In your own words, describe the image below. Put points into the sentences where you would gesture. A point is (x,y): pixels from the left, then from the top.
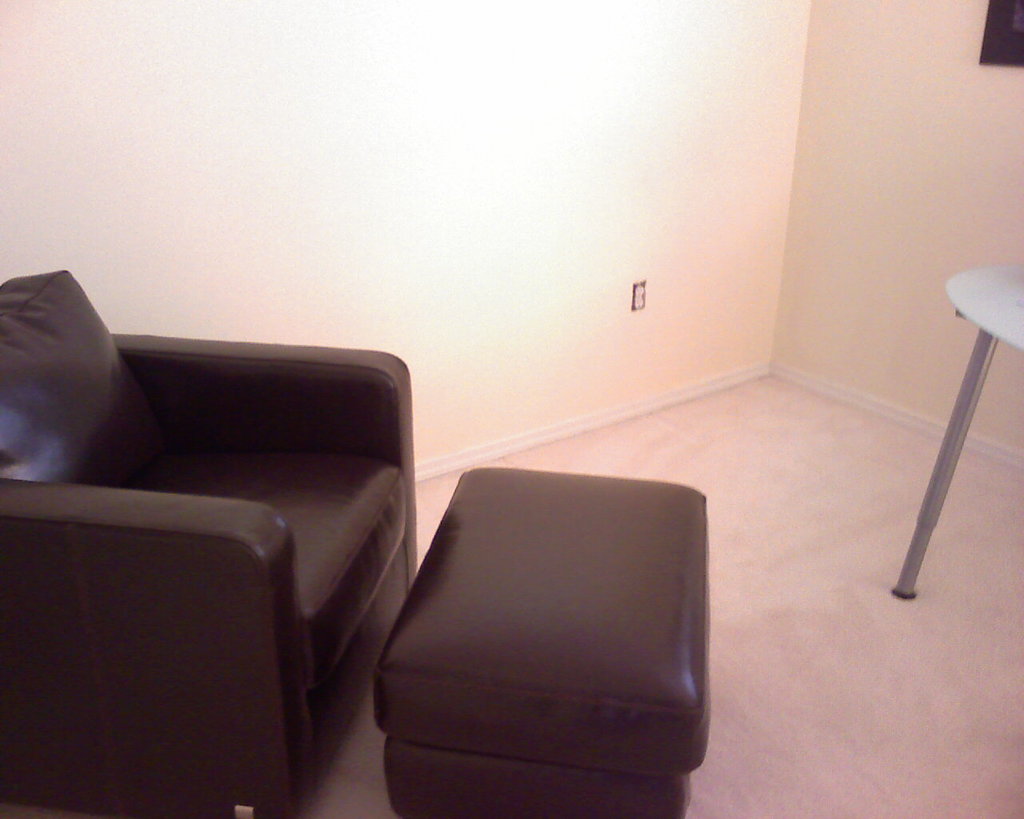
This a picture consist of a sofa set (75,427) on the left side (86,508) with black color and in front of the sofa set (397,474) there is a small footstool (513,594) and kept on the floor (379,740) and there is a wall (512,153) visible on the middle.
